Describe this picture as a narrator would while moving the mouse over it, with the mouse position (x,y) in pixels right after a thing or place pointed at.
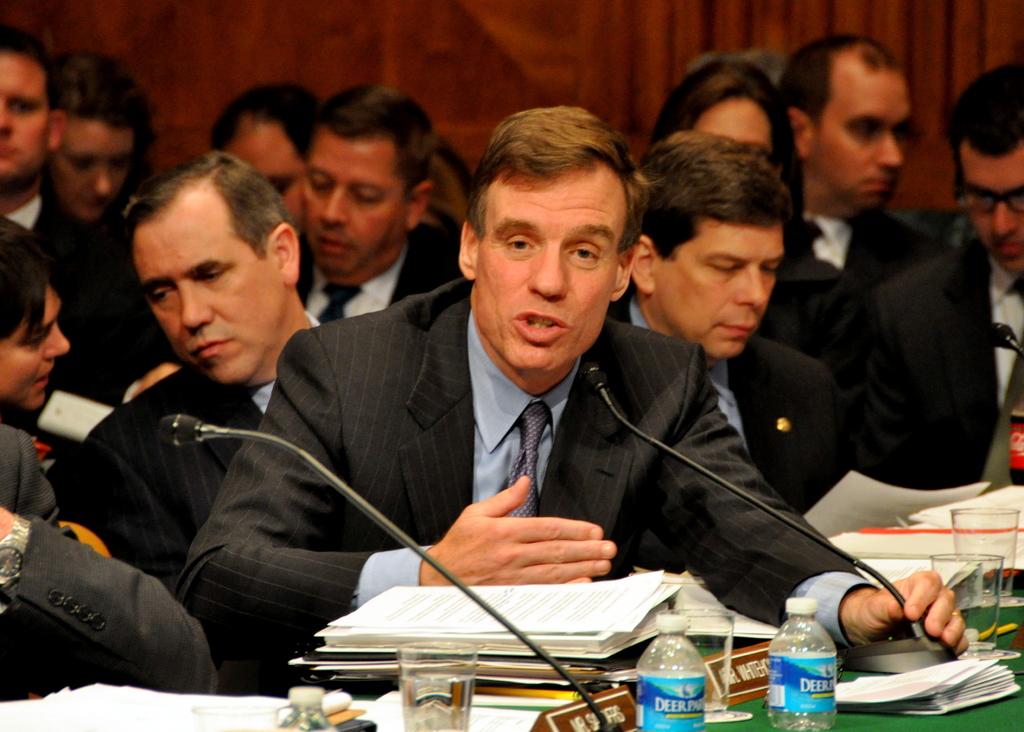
In this image there are group of persons (358,246) sitting. In the front (572,693) there is a table (753,710), on the table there are bottles (772,674), glasses (465,664), papers (543,629) and mics (762,506) and in the center (535,412) there is a person (514,422) sitting and speaking.
